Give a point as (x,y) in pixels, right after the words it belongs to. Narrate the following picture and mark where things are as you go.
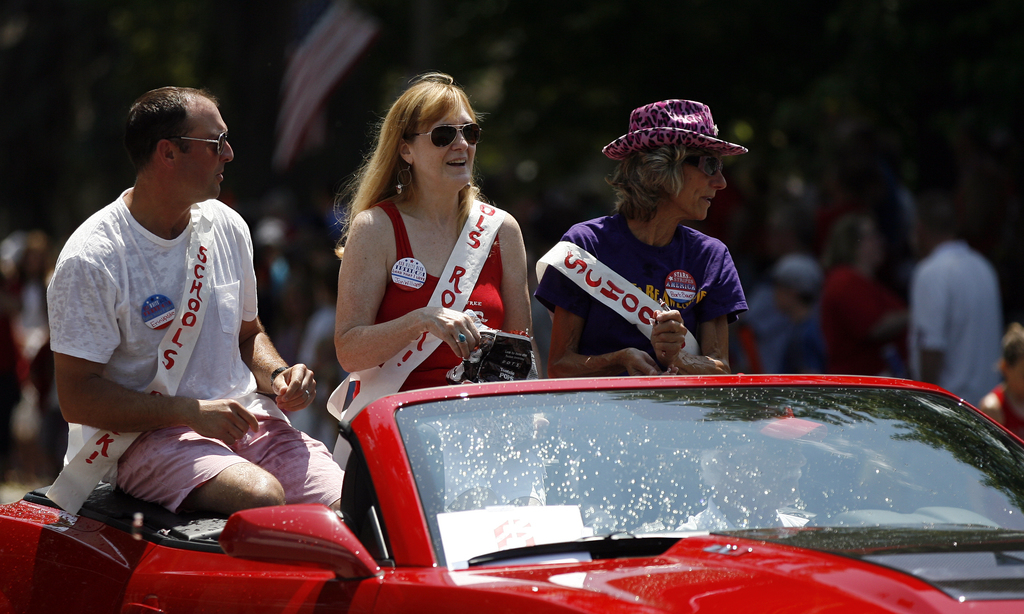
These persons (465,169) are sitting on this vehicle (439,535). This woman (680,222) wore a hat (693,145). This woman (482,227) wore goggles (447,142). This is a red color vehicle (391,565).
